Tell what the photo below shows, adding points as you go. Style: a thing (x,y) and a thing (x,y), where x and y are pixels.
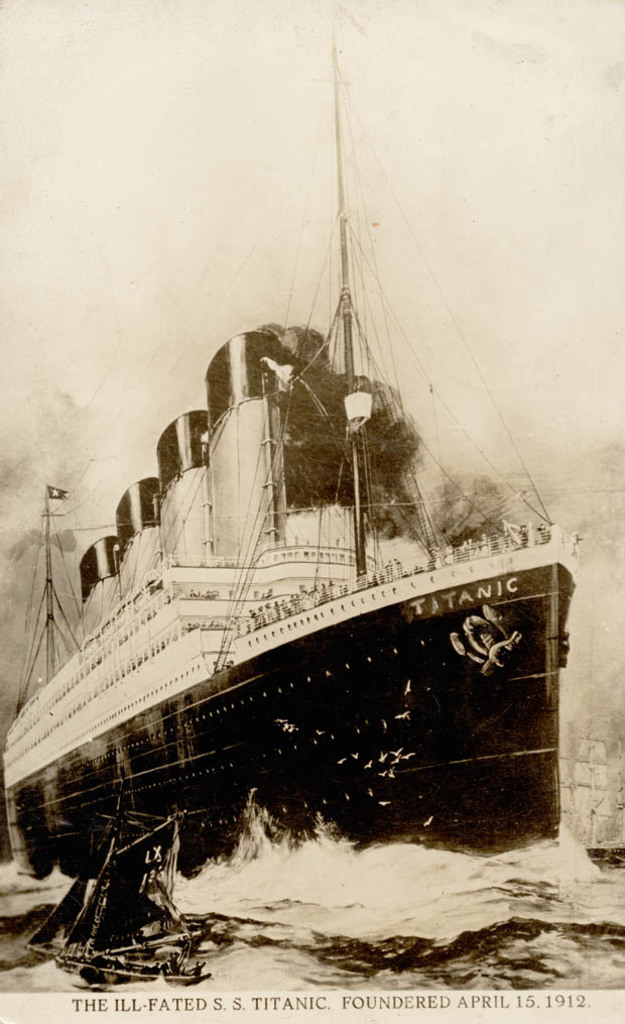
This image is a poster in which we can see a ship (229,654), water (428,942). At the bottom of the image (583,999) there is some text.
